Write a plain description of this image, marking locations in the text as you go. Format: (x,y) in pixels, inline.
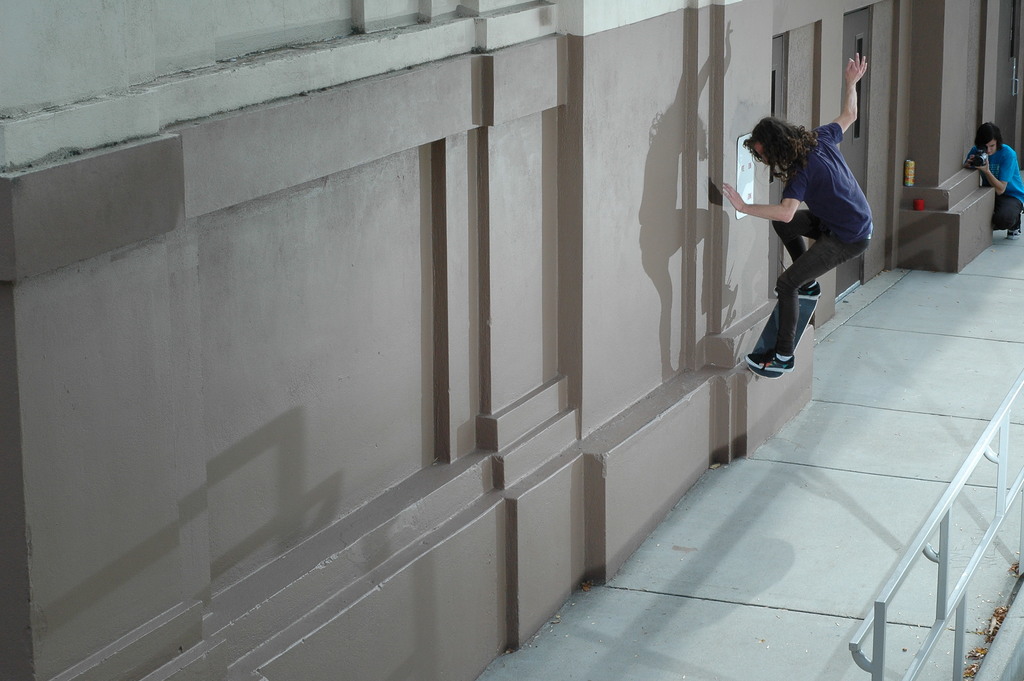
On the right side of the image (833,225) we can see person (806,225) jumping from the wall (747,346) and person (989,162) sitting at the wall (982,225). At the bottom right corner (964,573) there is a fencing (942,590). On the left side (73,89) we can see wall (315,509).
